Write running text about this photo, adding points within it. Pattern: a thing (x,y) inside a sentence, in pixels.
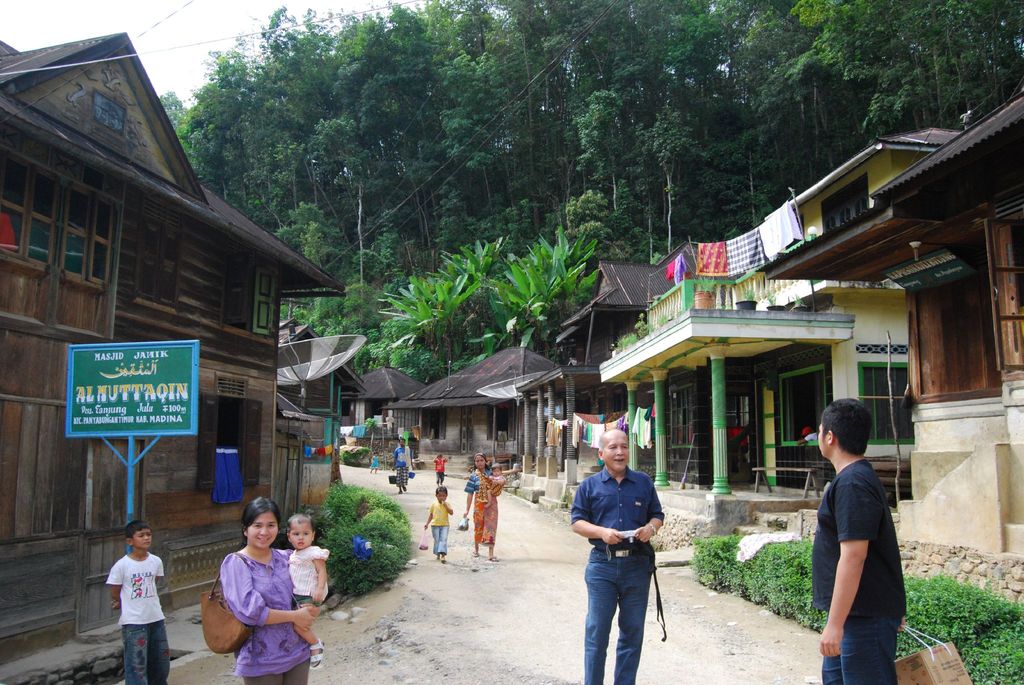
In this image there are people (261,518) walking on the road (564,671). Left bottom there is a woman (250,637) carrying a bag (234,618). She is holding a baby (301,599) in her arms (306,617). There is a board (101,427) attached to the pole (129,477). Before it there is a boy (151,595) standing on the road (462,636). There are plants (320,524) on the pavement (183,636). Few clothes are hanging to the wires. Right side (1010,639) there are plants (978,627) on the land (780,610). Behind there is a stone wall (952,575). Background (406,253) there are buildings (223,335) and trees (528,205). Left top there is sky (157,39).
